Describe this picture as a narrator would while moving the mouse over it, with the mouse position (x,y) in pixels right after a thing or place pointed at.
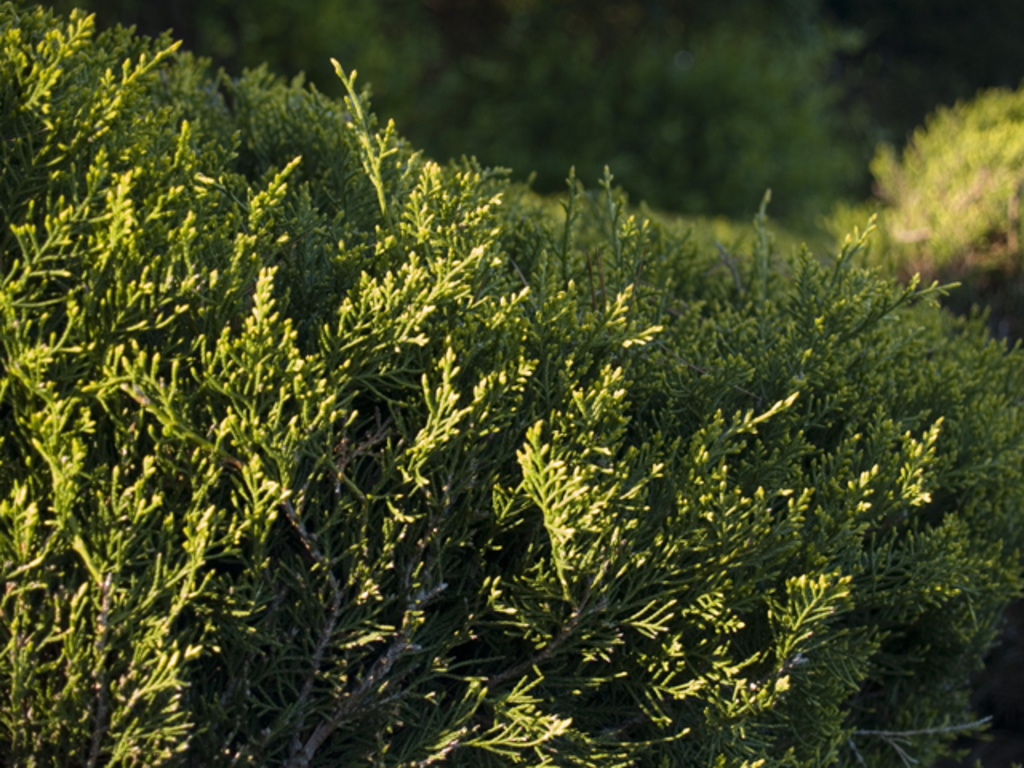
In this picture we can see some green plants (479,201). Background (543,91) is blurry.
